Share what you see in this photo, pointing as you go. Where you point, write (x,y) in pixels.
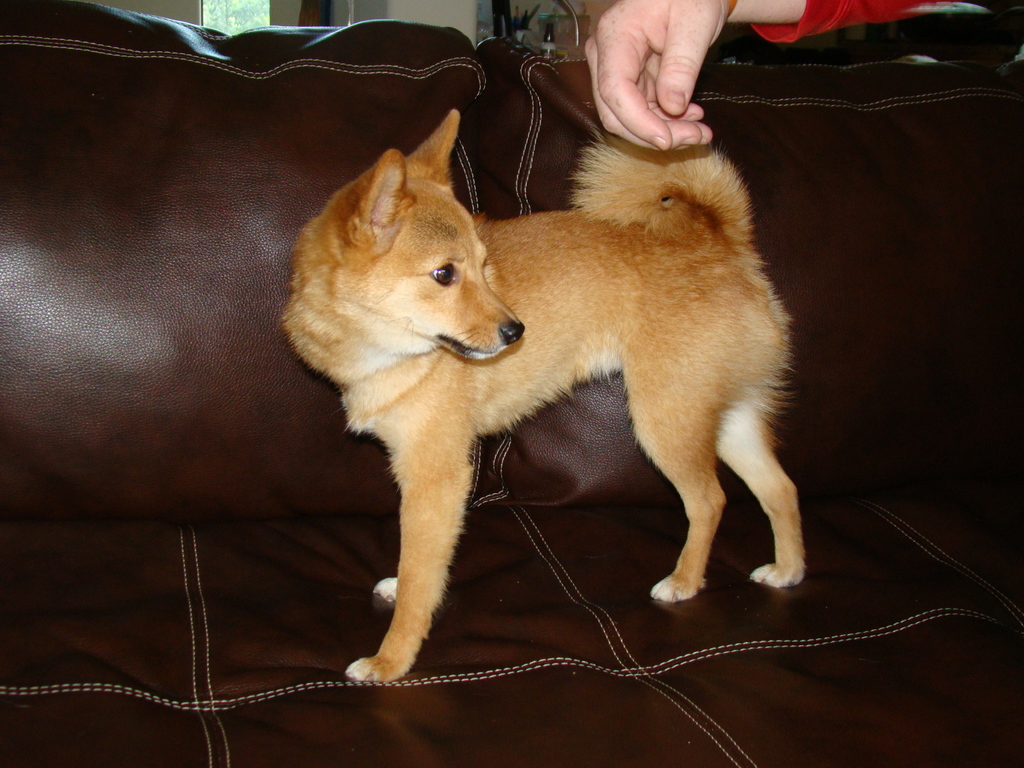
In this picture there is a puppy (701,492) in the center of the image (638,371), on a sofa (971,479).
